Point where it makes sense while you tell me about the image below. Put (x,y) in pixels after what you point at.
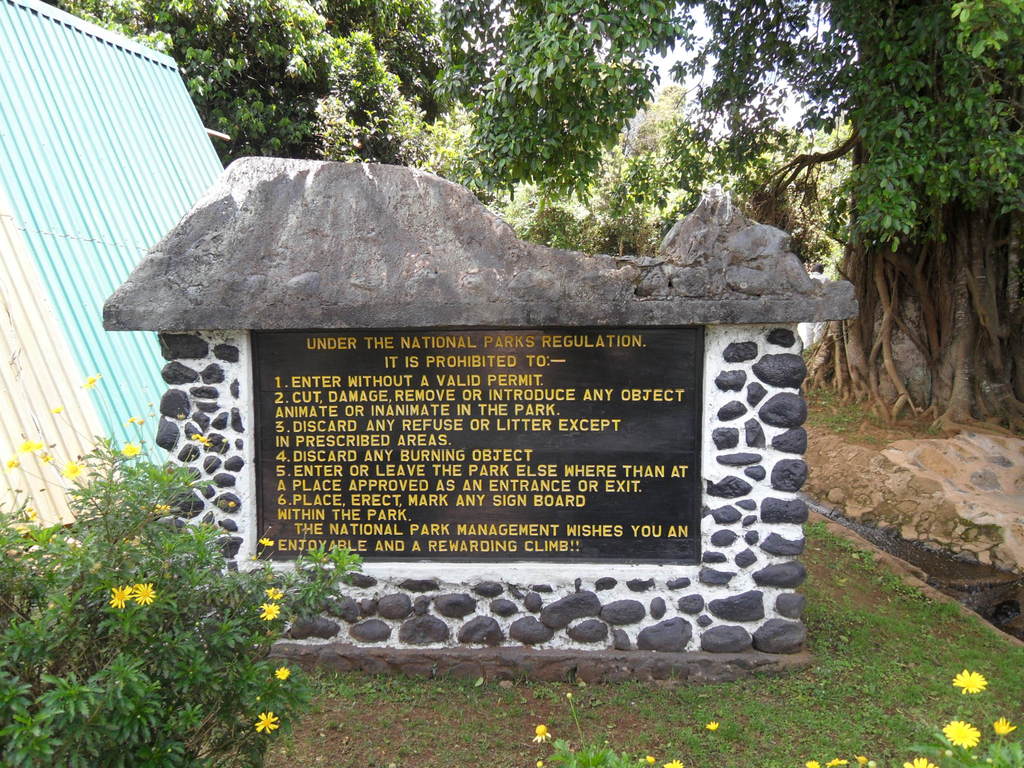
In this image we can see an information stone (348,355), shed (43,341), plants (114,549), flowers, ground (420,725), grass (859,621), stones (878,480), trees (839,125) and sky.
